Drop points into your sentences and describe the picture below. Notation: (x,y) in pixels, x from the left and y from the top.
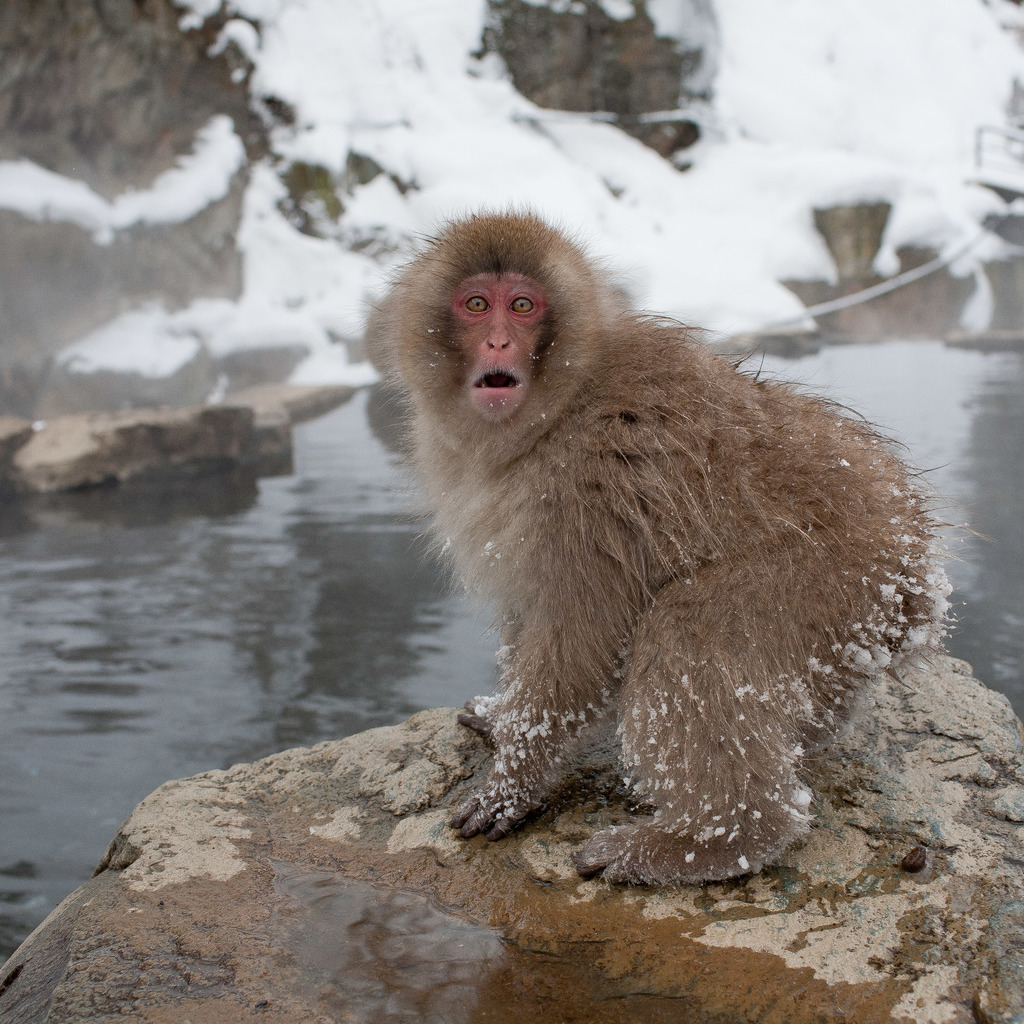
In this image I can see a monkey (865,586) looking at someone and in the middle (386,438) there is a water (143,694).
